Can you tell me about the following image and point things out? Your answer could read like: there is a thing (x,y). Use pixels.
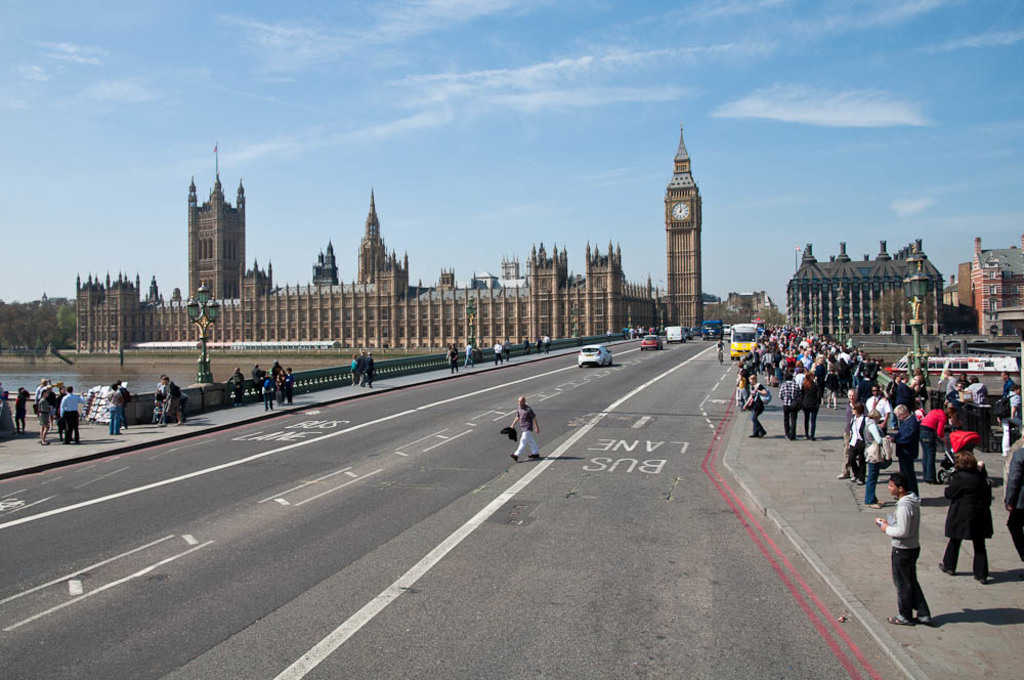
In the image I can see the view of a place (241,329) where we have some buildings (626,307) and to the side there is a lake (83,376) and also I can see some people (74,424) and some vehicles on the road (662,504).
